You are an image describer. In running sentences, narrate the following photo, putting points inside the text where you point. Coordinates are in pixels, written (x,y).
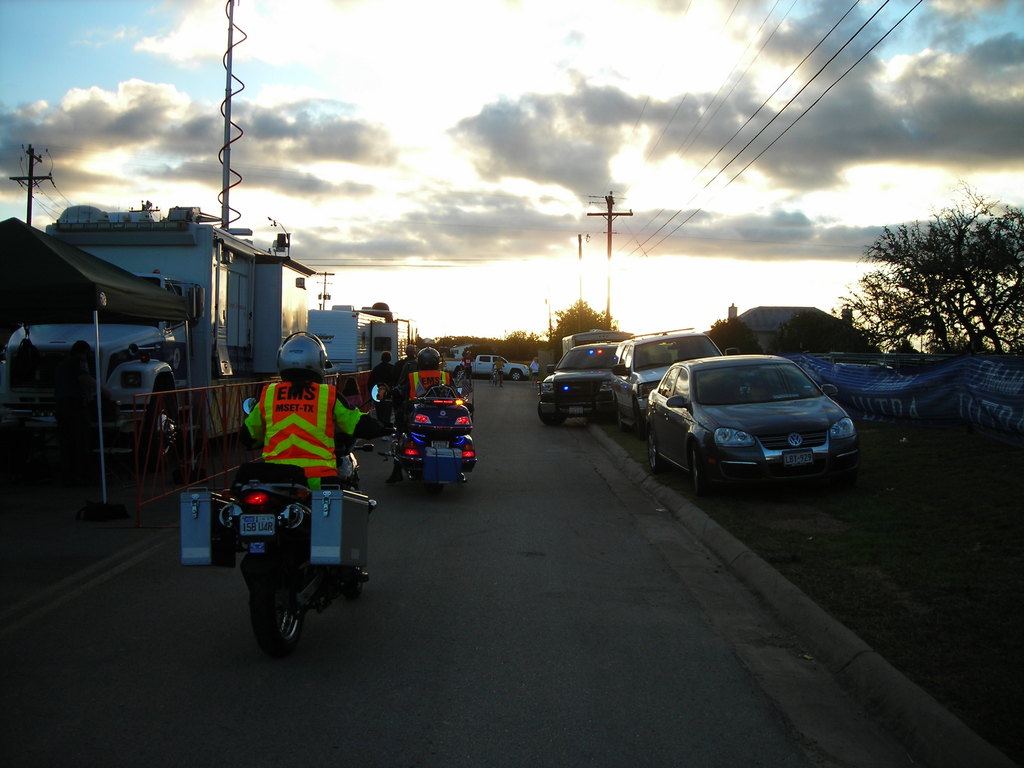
This image consists of two persons (332,453) riding bikes (203,564). To the right (709,380), there are cars (744,410) parked. At the bottom (472,698), there is a road (524,575). To the left (205,273), there are vehicles (227,257). At the top (439,130), there are clouds (506,115) in the sky (546,133).
